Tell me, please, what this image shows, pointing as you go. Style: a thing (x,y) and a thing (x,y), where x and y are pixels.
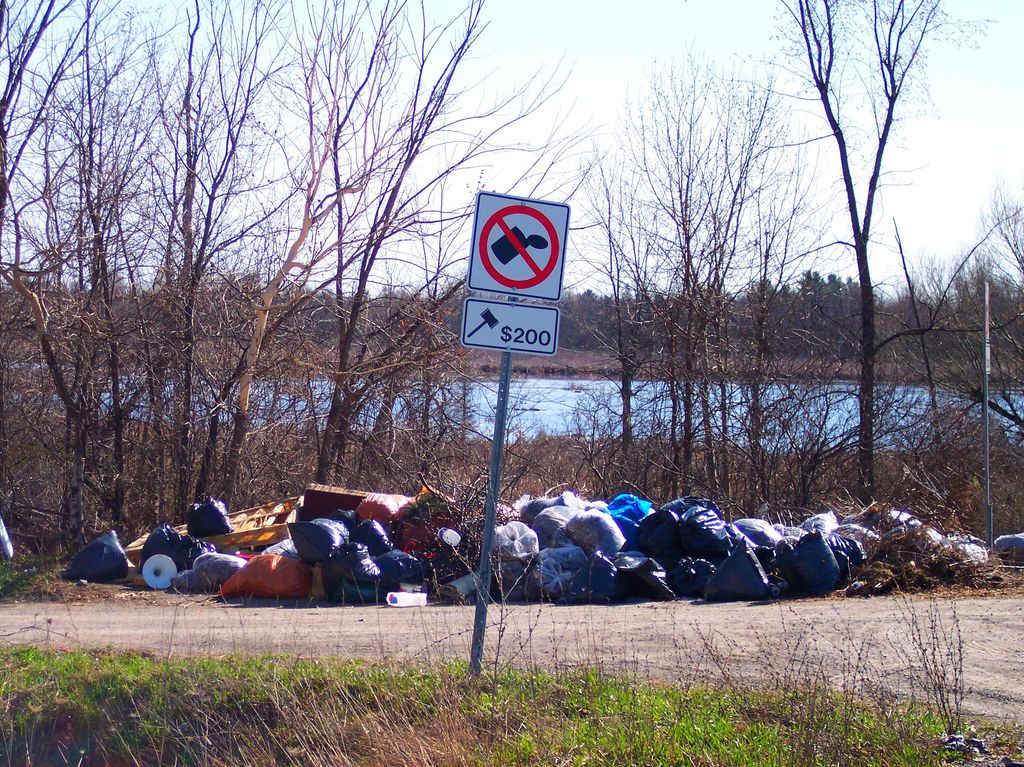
This image is taken outdoors. At the bottom of the image (325,693) there is a ground (257,687) with grass (329,690) on it. At the top of the image (626,59) there is a sky (853,142) with clouds (865,185). In the middle of the image (553,268) there is a signboard (528,293) and there is garbage (295,542) on the ground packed in the covers (740,549). In the background (127,499) there are many trees (290,357) and plants (213,363) and there is a pond (479,396) with water (487,415).
